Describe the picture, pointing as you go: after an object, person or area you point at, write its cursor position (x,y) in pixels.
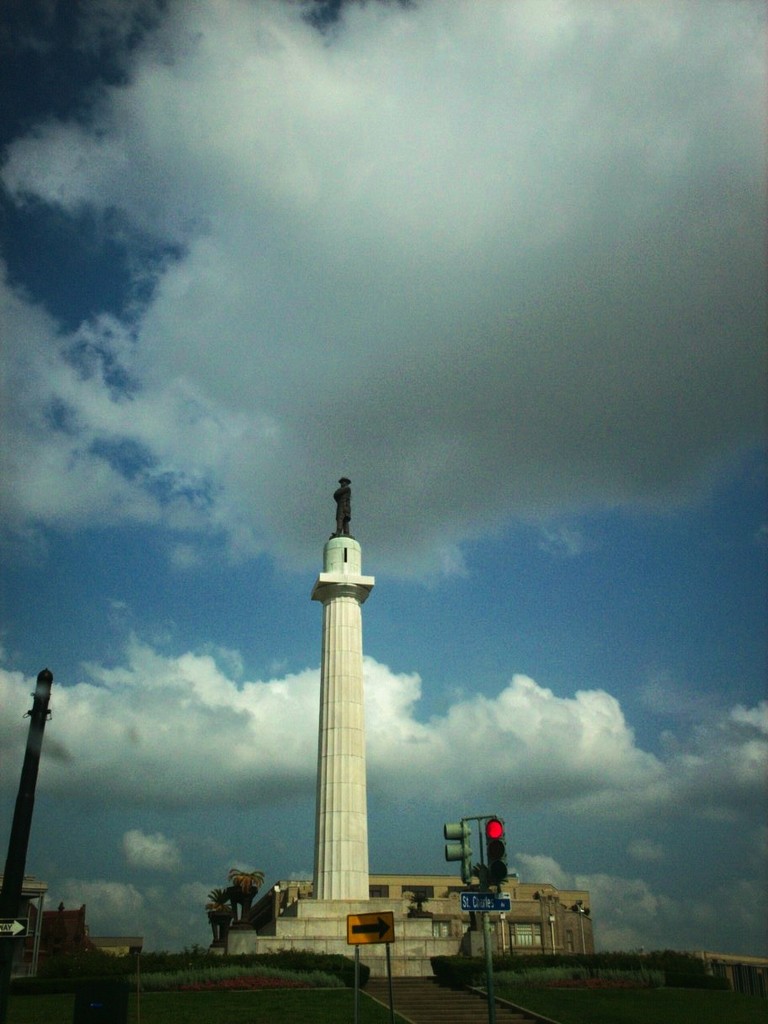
This image is taken outdoors. At the top of the image (194,204) there is a sky (201,726) with clouds (401,420). At the bottom of the image (234,1013) there is a lawn (246,1013) and there are a few signboards (355,937) and a street light (487,924). There are few trees (71,962), plants (544,961) and a building (568,941) in the background (589,931). In the middle of the image (342,549) there is a tower (325,690) and there is a statue (345,486) on the tower (349,579).
